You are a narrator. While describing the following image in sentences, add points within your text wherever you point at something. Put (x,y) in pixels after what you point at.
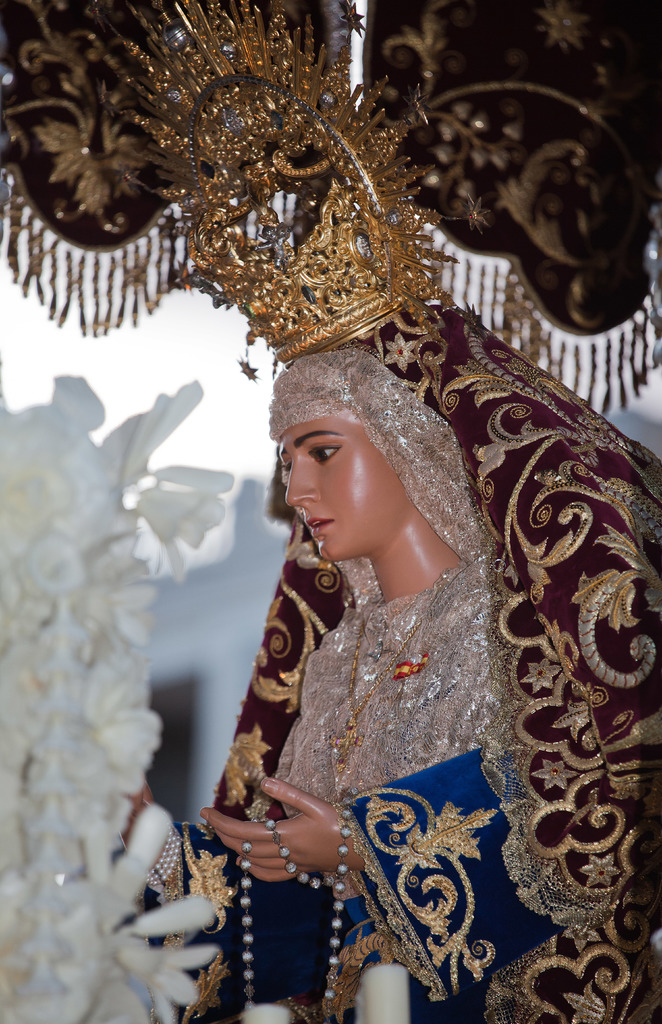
In this image we can see a statue (483,809) who is wearing crown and blue color dress (447,826). Left side of the image (61,792) flowers (102,767) are there.
